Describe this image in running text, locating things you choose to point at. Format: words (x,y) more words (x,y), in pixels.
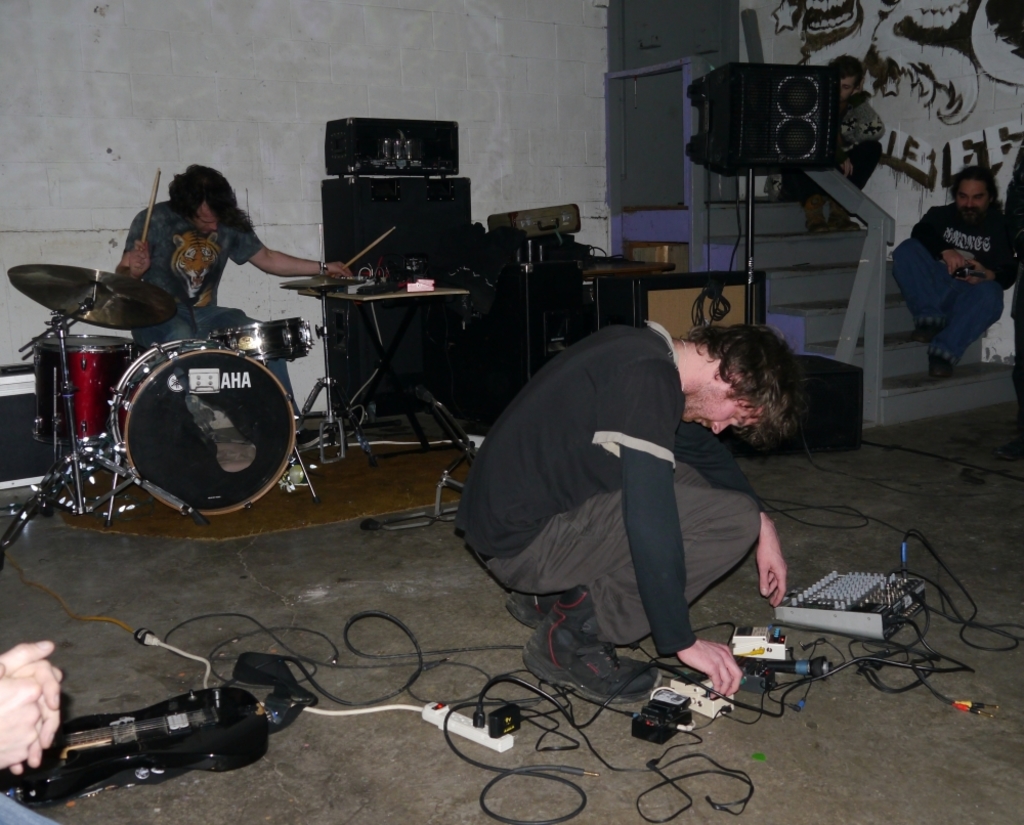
In this image I can see few musical instruments (152,392) and speakers (335,368). I can see few persons (655,465). Two of them are sitting on the staircase (783,298). At the bottom (441,716) I can see some wires (483,697) and switch boards (454,728).
